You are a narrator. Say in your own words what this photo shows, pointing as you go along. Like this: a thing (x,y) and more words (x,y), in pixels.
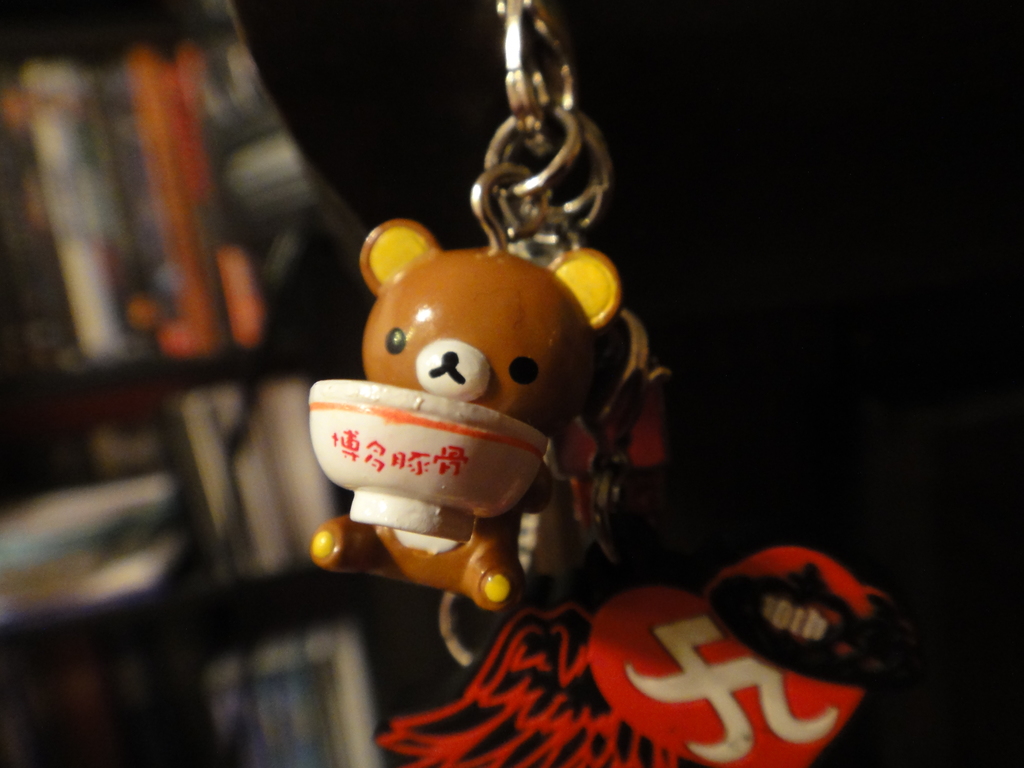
In this image we can see a toy keychain (490,395) and books (158,266) in the cup board (188,554).
